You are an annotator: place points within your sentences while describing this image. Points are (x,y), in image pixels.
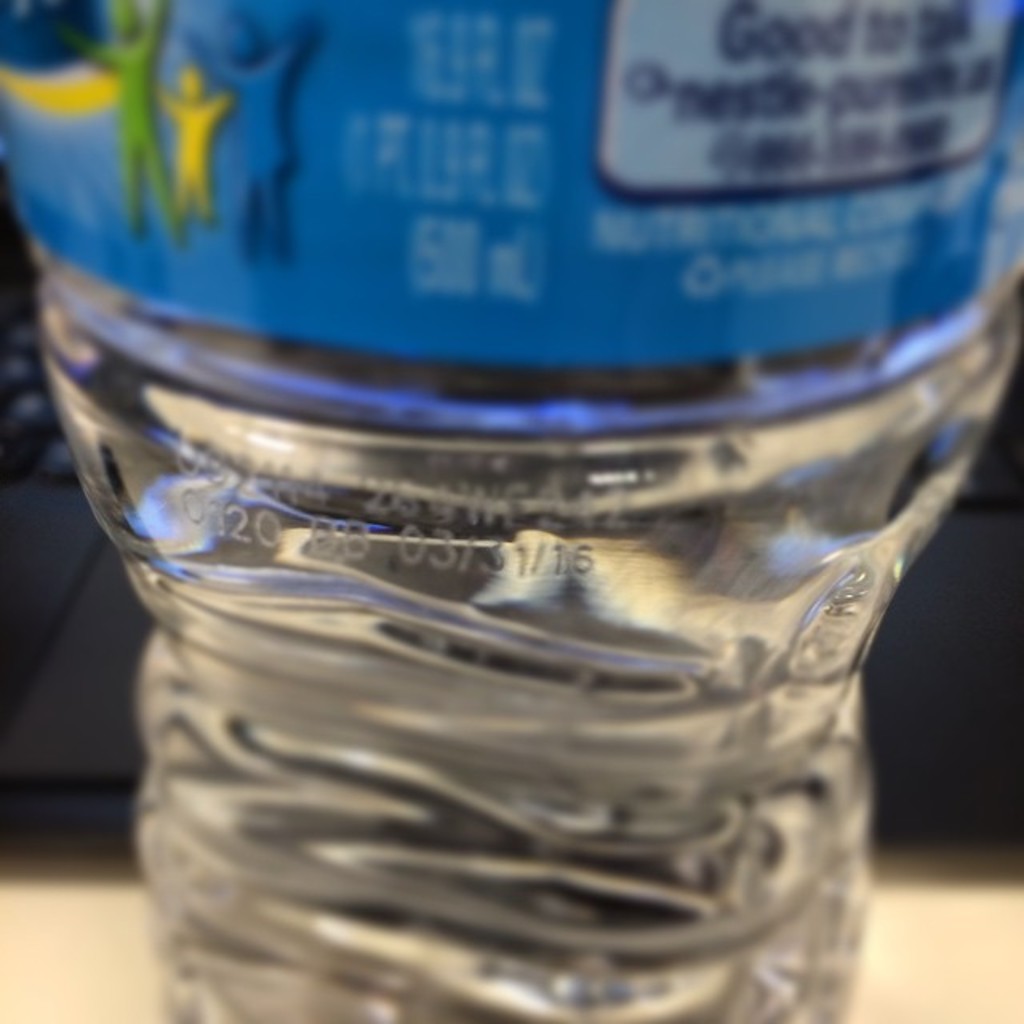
In this image there is a picture of a water bottle (303,608) with date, manufacturing date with a label (710,28) kept on a table (919,980).
